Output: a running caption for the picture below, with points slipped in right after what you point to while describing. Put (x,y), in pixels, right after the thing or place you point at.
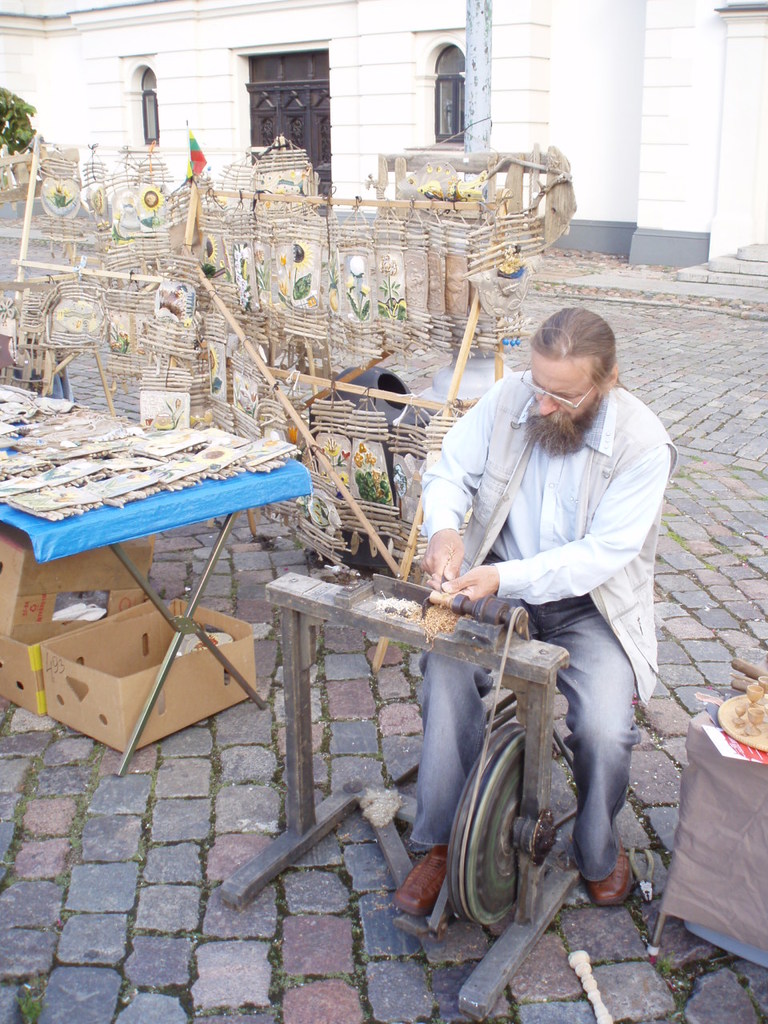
In this image I can see a person (578,453) with a wood (439,598) and this is wood machine (480,628). On the table (155,513) there is a wall hanging (181,461) made by the wood (150,466). On the floor (56,794) there are cardboard boxes (91,650). At the back side (337,114) I can see a building (450,106).
